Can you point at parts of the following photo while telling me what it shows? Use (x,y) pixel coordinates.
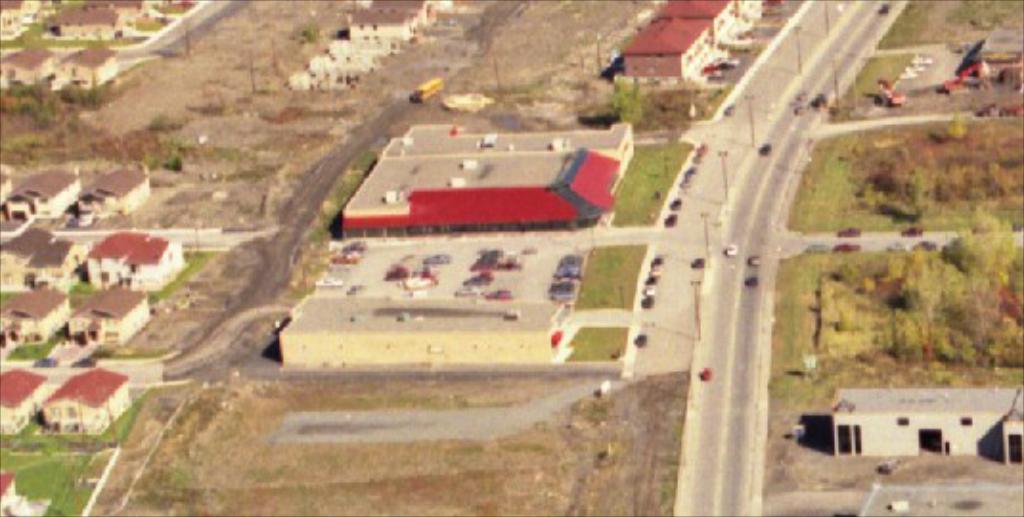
In this picture I can see number of buildings (530,148), trees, poles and cars (707,73). I can also see the roads (735,110) and I can see the grass (642,253).
